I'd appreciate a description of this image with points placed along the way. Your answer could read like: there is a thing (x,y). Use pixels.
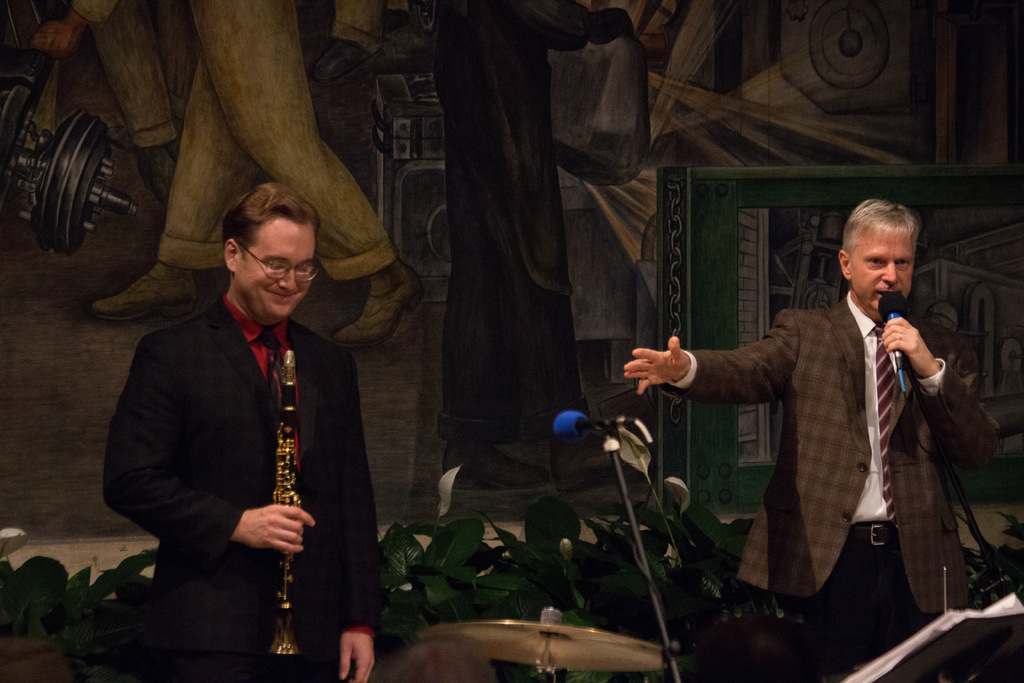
He is a man (322,359) standing on the left side (150,350) and he is holding a clarinet (281,601) in his right hand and he is smiling. He is a man (727,369) on the right side (898,288). He is holding a microphone (900,373) in his left hand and he is speaking. This is a microphone (559,416) which is in the center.
